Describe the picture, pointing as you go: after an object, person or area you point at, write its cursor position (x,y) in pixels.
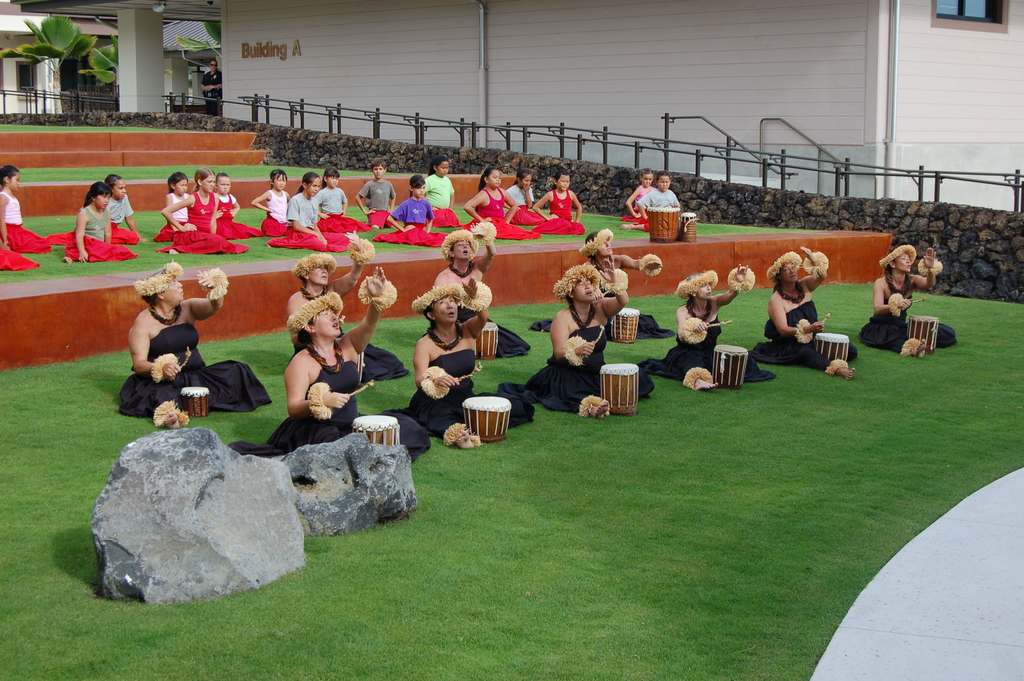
In the foreground of this image (643,382), there are women (774,337) sitting on the grass (573,490) and playing musical instruments (635,396). In the background (443,194), there are girls (101,223) sitting on the grass (73,264). We can also see rocks (234,476), railing (1017,178), building (272,97), trees (78,53) and a pillar (144,57).
